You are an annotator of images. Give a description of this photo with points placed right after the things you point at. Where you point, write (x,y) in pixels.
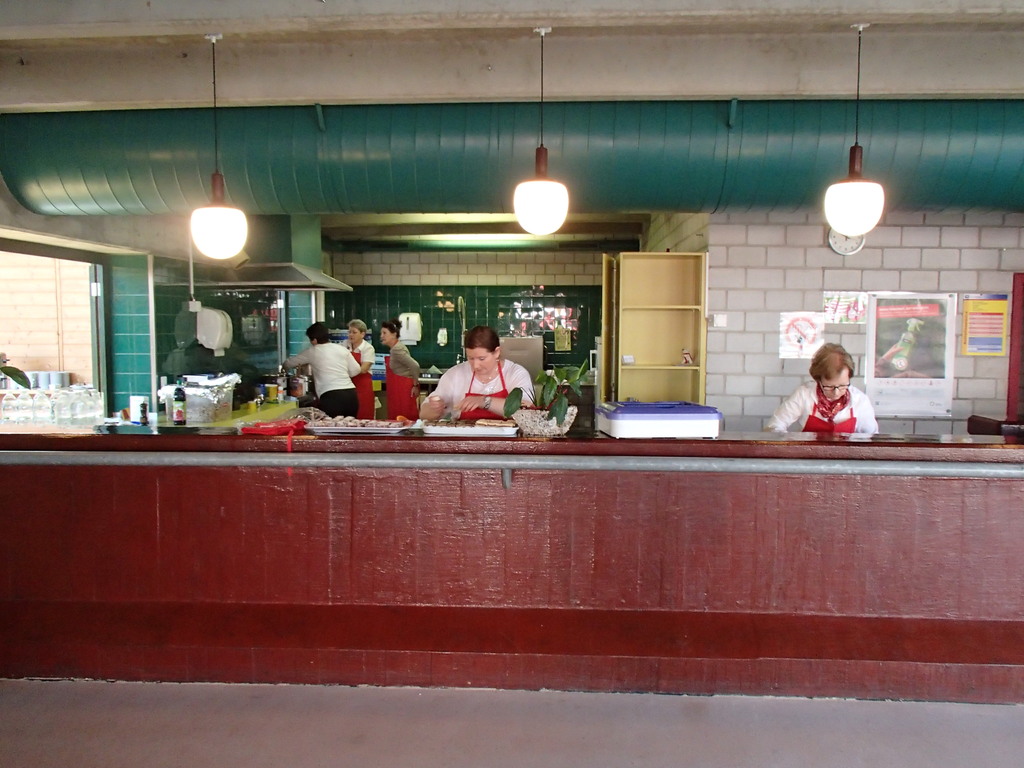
In the picture we can see a long desk (371,481), which is red in color and behind it, we can see two people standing and doing some work and behind them, we can see some people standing in the kitchen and doing some work and beside we can see a wall (742,365) with some posters (953,351) to it and a rack (636,344) which is cream in color.
